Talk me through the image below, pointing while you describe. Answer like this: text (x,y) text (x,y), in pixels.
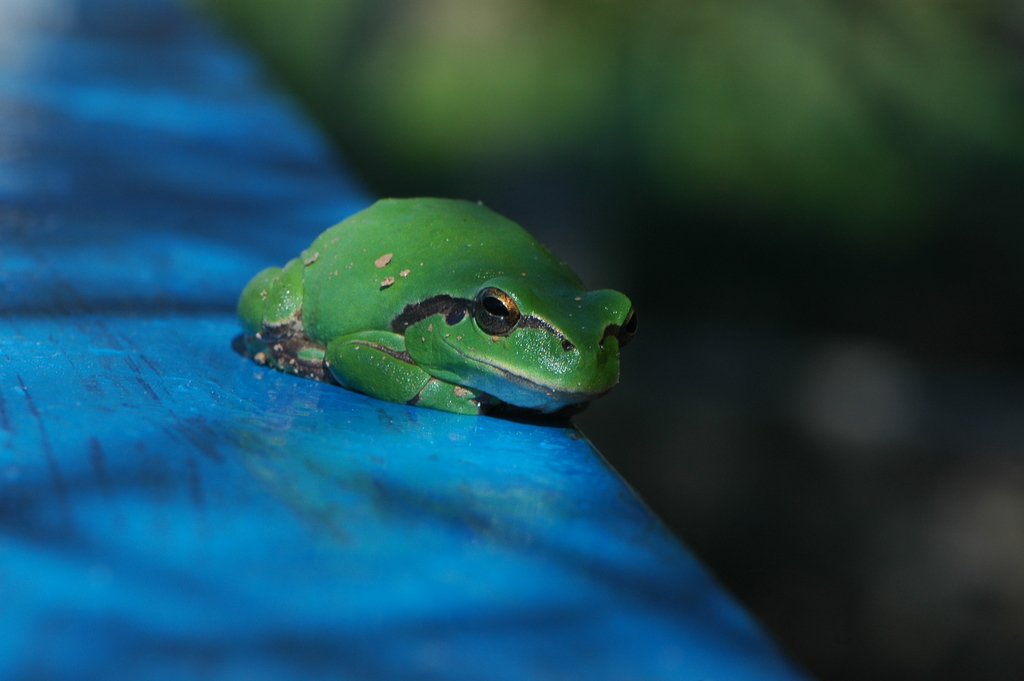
In this image there is the blue color in the foreground (558,420). There is a frog (516,366) in green color. The image is blurry on the right side (831,203).
